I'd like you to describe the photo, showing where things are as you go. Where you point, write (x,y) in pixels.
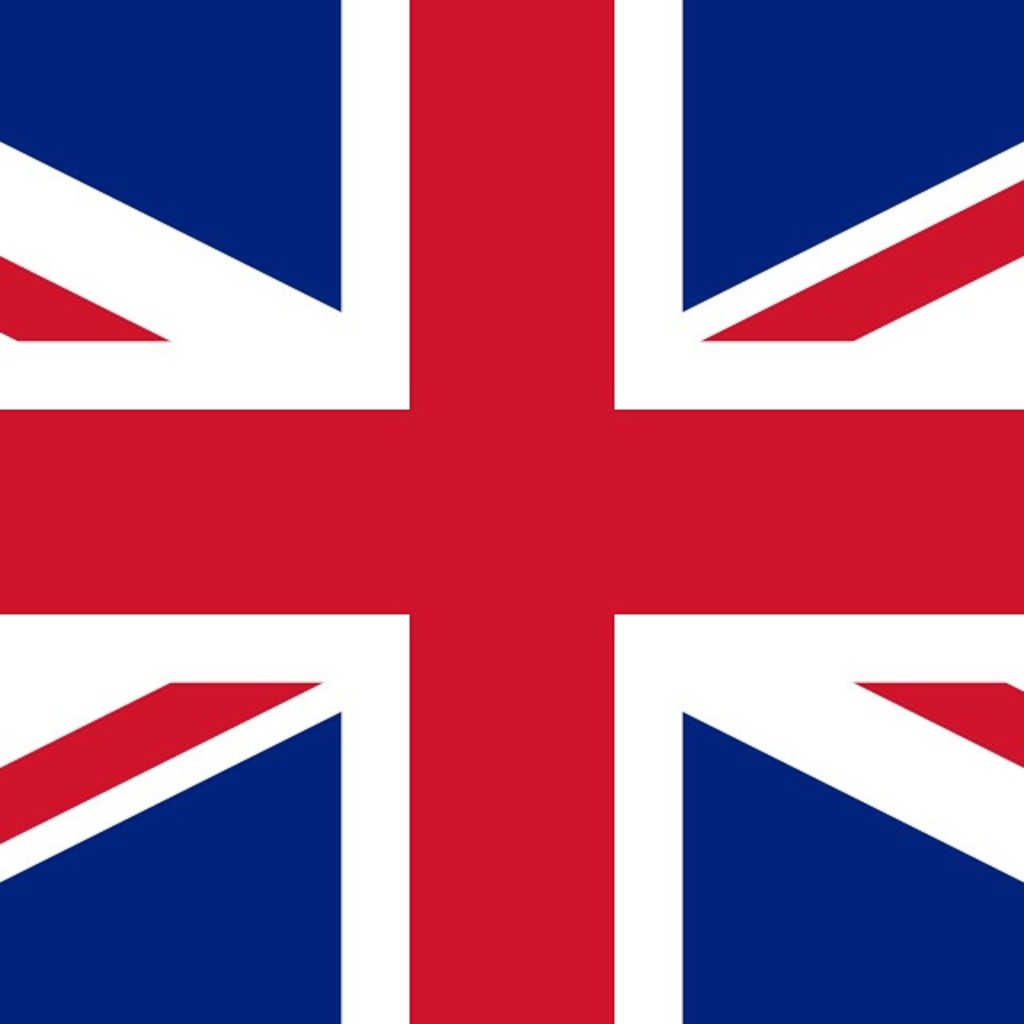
It is the British country flag (589,572), it is in red, white and blue colors.
